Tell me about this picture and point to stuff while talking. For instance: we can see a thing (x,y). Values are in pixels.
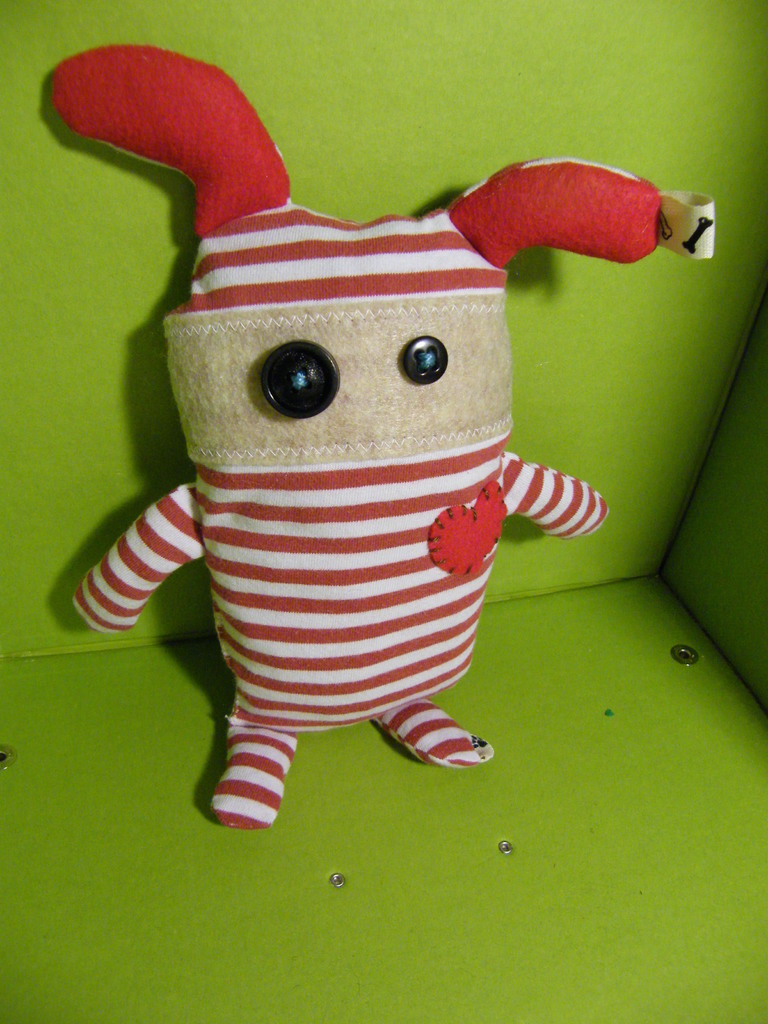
In this picture we can see a toy (196,339) with buttons (440,371) on it and in the background (652,499) we can see green wall (659,493).
